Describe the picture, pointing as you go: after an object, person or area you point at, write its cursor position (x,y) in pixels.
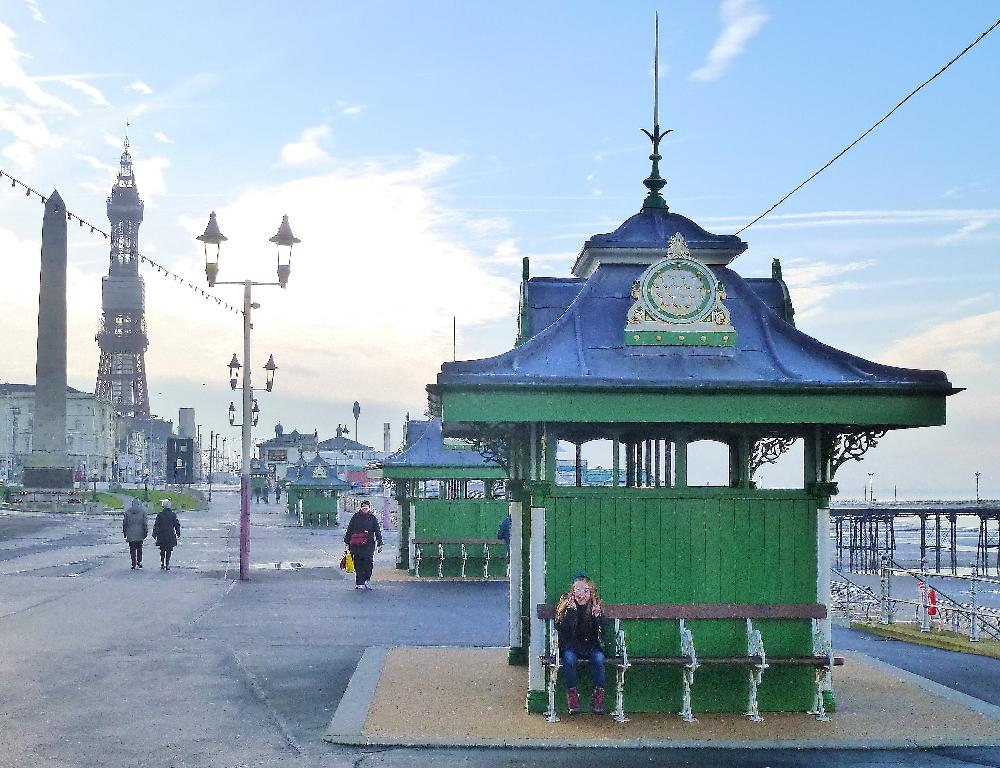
In the background (503,143) we can see the clouds (399,171) in the sky (568,176). in this picture we can see the towers (124,359), buildings (178,481), people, lights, poles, green grass (181,502), people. On the right side of the picture (949,580) we can see a bridge (921,516), water (998,528), railings (914,575). We can see a girl (571,714) is sitting on a bench (662,615). We can see the beautiful shelters (705,536). We can see a black wire (962,52) in the top right corner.
